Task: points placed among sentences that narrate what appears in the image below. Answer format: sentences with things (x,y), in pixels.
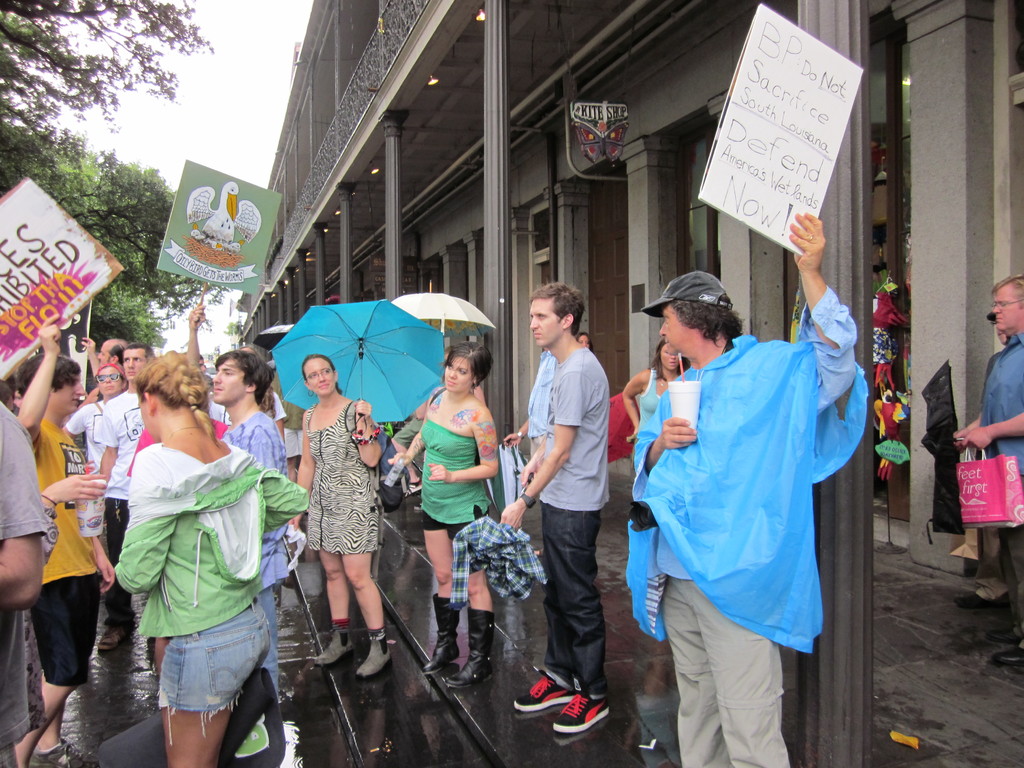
This picture describes about group of people (227,459), few are holding umbrellas (347,363) and few are holding placards (2,239), on the right side of the image (1012,403) we can see a man (1014,378) he is holding a bag (977,459), in the background (482,235) we can find few lights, trees (189,57) and a building (362,134).
